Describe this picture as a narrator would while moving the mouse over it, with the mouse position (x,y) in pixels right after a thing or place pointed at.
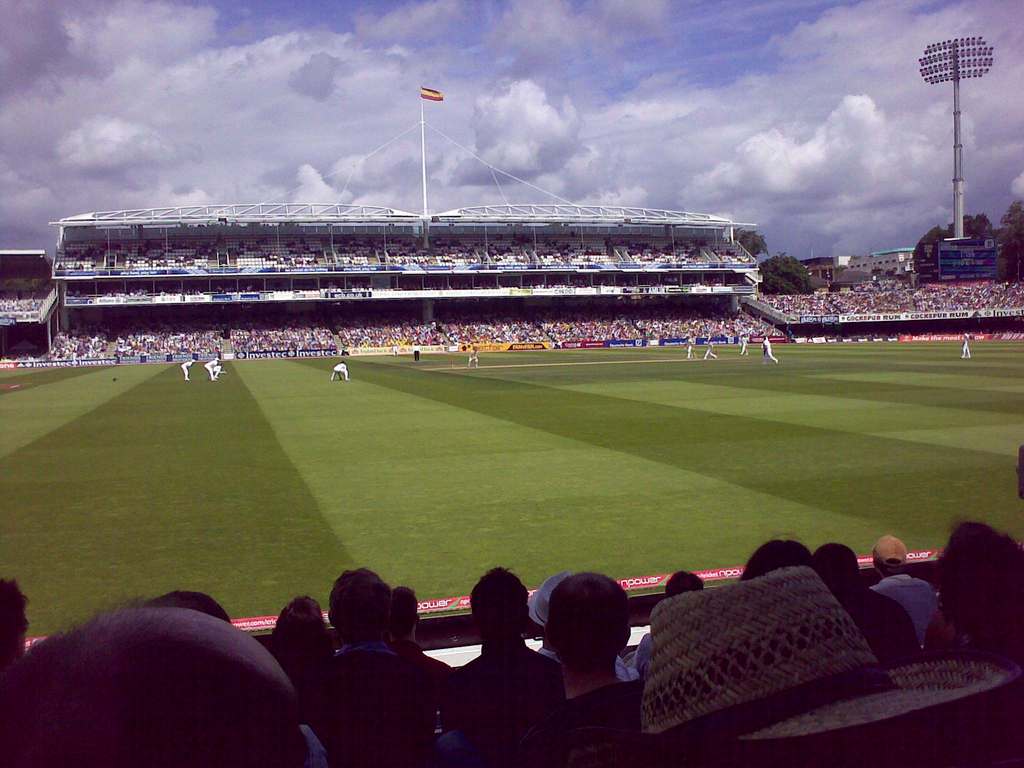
In this image, we can see the stadium (372,302). We can see the ground (349,424) covered with grass (418,413). We can see the fence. There are many people (13,615). We can see a flag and a pole (951,70) with some lights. We can see some trees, buildings (841,279). We can see the sky (628,104) with clouds (619,151).
